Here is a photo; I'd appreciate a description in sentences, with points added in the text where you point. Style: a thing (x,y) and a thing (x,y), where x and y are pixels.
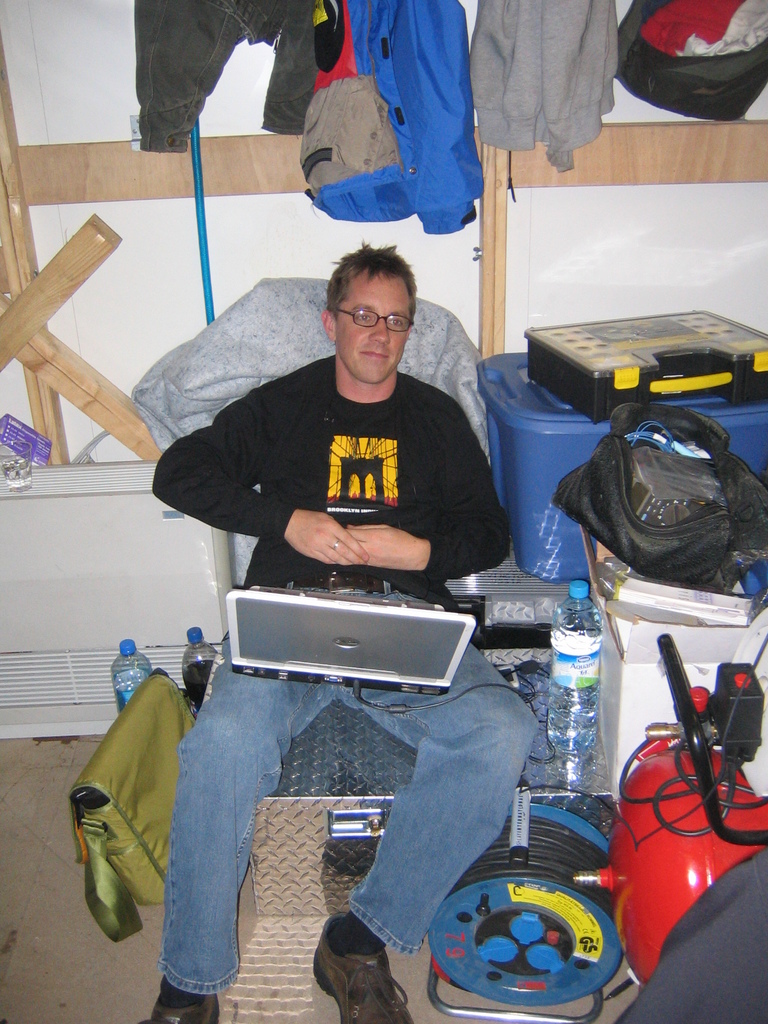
In this picture I can see a man (192,827) sitting, there are clothes (704,53), water bottles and some other objects (761,679).
